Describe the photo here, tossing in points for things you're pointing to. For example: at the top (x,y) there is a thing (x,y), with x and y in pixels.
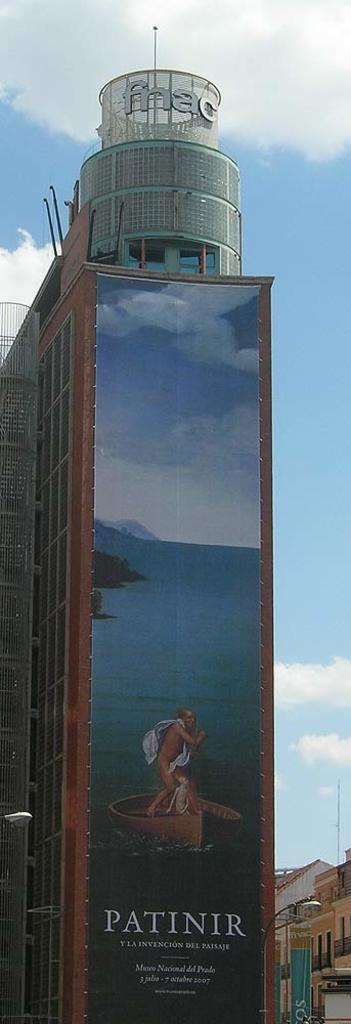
In this picture there is a skyscraper (51,858) in the center of the image (199,373), on which there is a poster (183,817) and there are other buildings (331,926) in the bottom right side of the image (343,905).
